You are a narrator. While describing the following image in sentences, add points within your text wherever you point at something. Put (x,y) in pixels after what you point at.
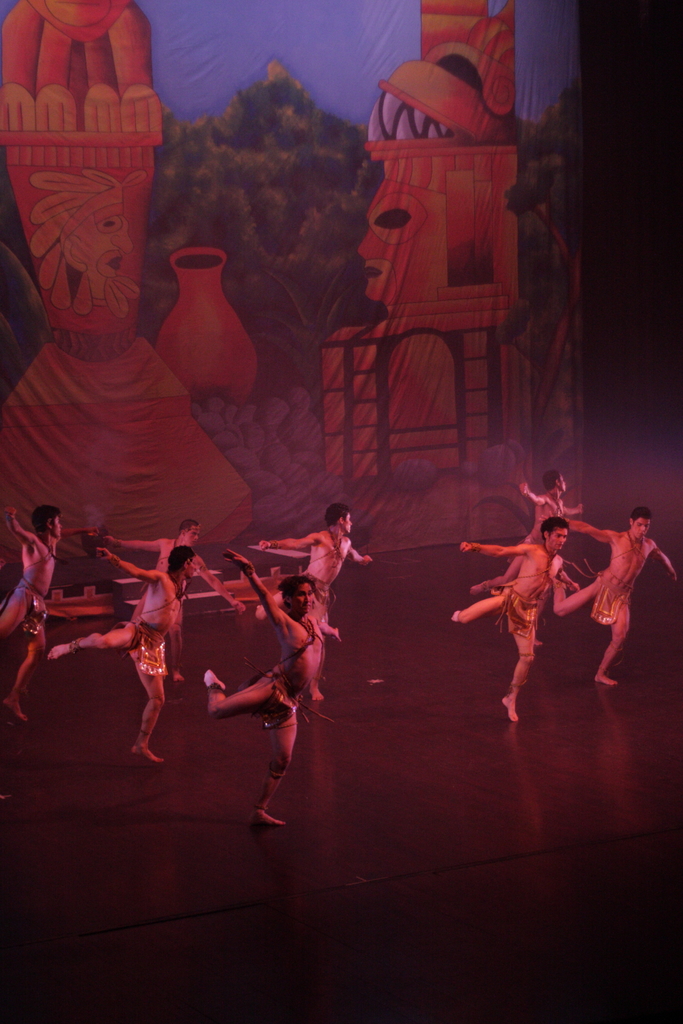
In this image we can see people (294,699) wearing costumes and performing on the dais (495,694). In the background (334,140) there is a curtain (519,458).
